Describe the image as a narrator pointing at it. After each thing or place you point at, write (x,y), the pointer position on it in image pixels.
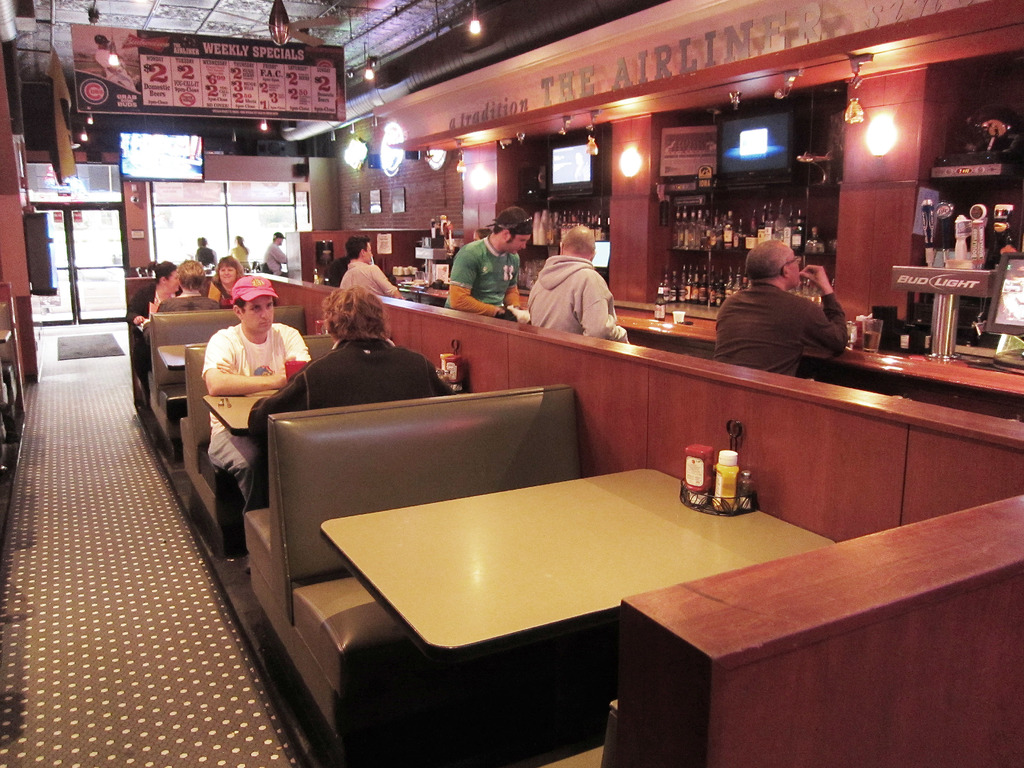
In this picture i could see many persons (547,324) sitting near by the counter top (700,327) of the bar (875,352) to the right side of the picture (692,338). There are bottles (718,233) on the shelves (724,248) and in the middle of the picture (418,490) there are dining tables (486,515) and chairs (391,459) and there is a dotted carpet (115,568) on the floor (97,518) and in the back ground (157,228) there is a glass door (118,252) and window (241,209).
